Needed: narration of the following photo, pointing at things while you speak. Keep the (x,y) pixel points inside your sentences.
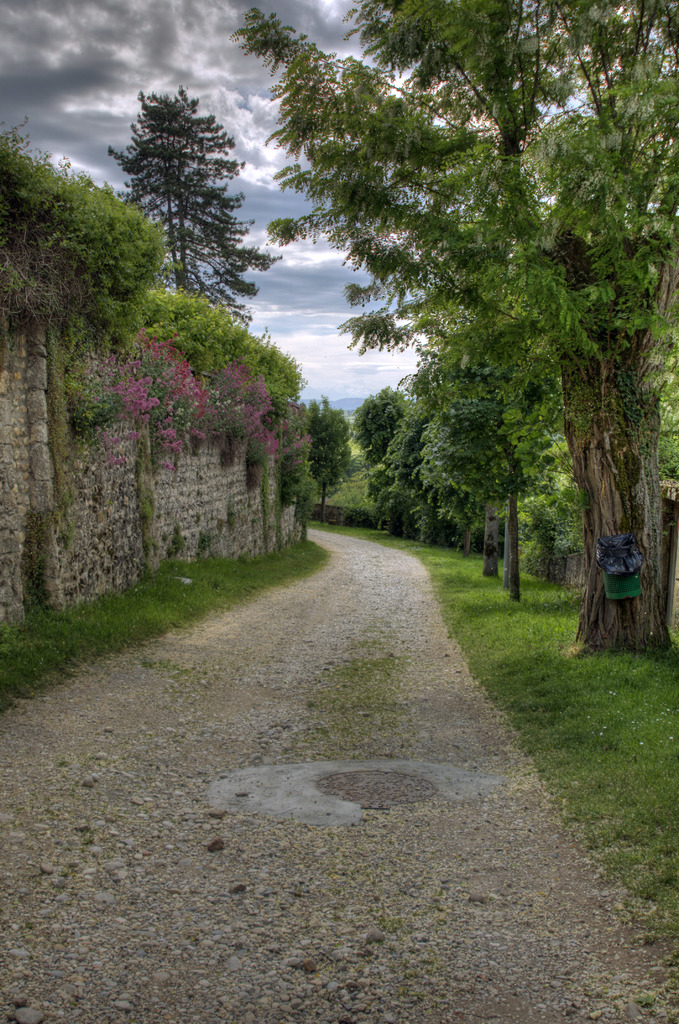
In this image on the right side (533,460) and left side (166,181) there are trees (645,521), and on the left side (81,535) there is a wall (205,539). At the bottom (276,791) there is a walkway (203,811) and grass (612,734), at the top (231,195) there is sky (247,235). In the background (327,452) there are trees (327,444).
